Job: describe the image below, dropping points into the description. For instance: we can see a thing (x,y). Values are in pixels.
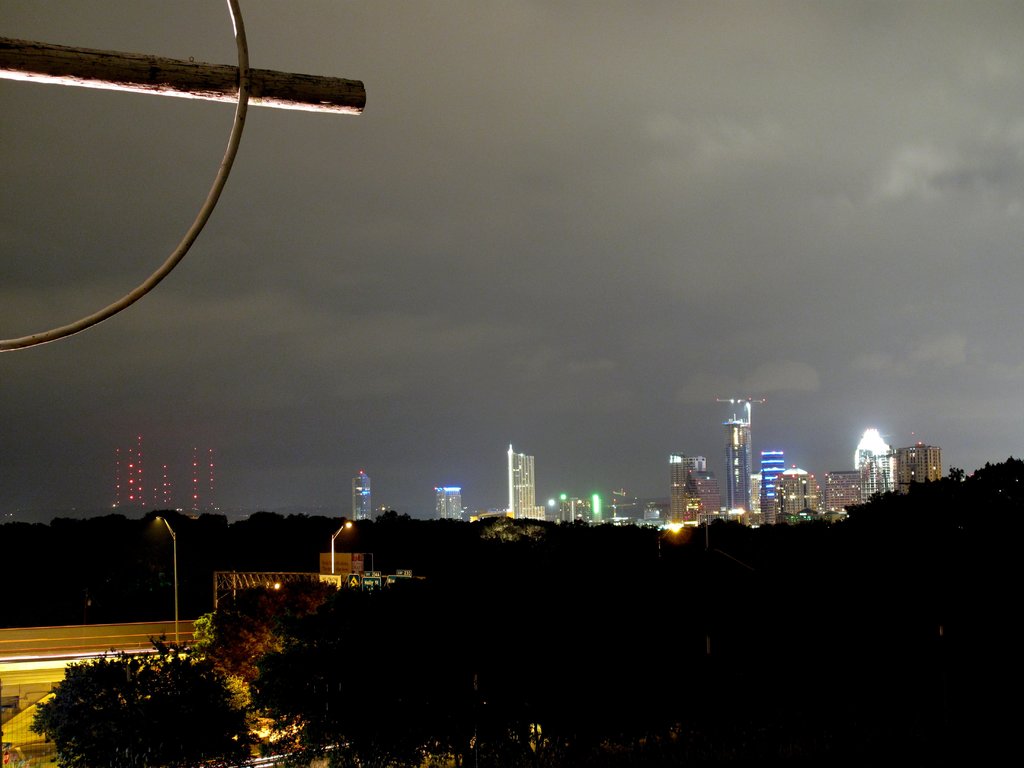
This picture is clicked outside. In the foreground (744,644) we can see the trees (523,624) and we can see the street lights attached to the poles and some other objects (15,744). In the background (791,242) we can see the sky (516,244), buildings (709,491) and lights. In the top left corner (156,72) we can see some other objects (129,72).
